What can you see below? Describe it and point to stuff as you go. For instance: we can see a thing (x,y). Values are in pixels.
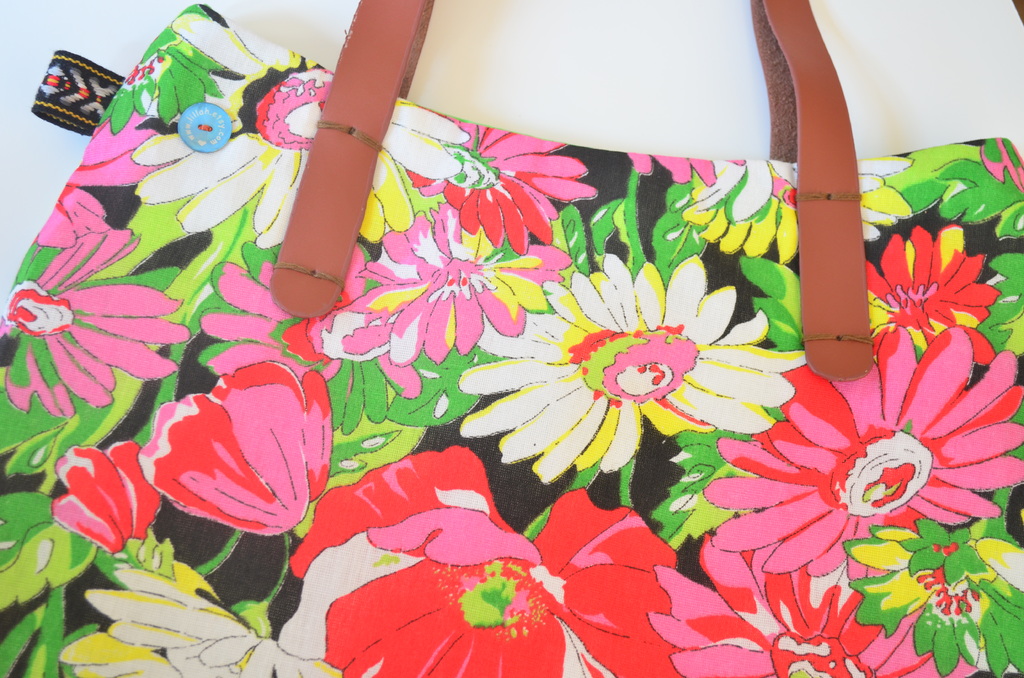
Bag (82,112) is present.
